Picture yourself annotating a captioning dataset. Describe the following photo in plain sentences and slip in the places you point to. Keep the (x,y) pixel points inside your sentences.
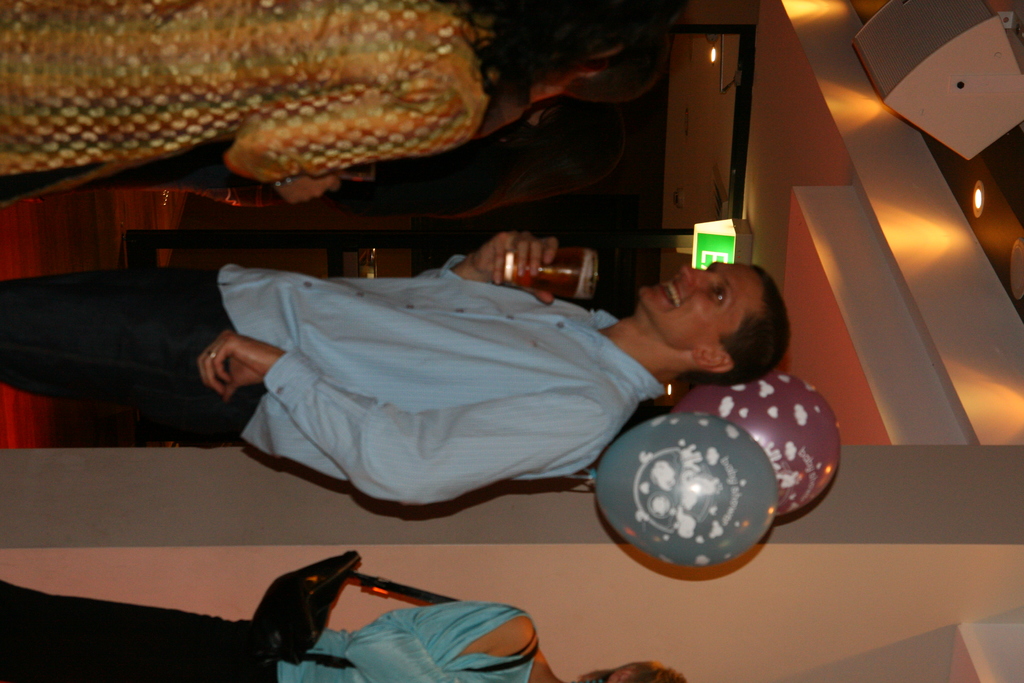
In front of the image there is a person (415,349) standing by holding a glass (515,271) of drink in his hand (499,262) is having a smile on his face (661,304), behind the person (421,368) there are balloons (695,432), a pillar (953,507) and a woman (399,662) standing. In front of them there is a person (361,101). In the background of the image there are chairs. At the top of the image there are speakers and sign boards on the roof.
